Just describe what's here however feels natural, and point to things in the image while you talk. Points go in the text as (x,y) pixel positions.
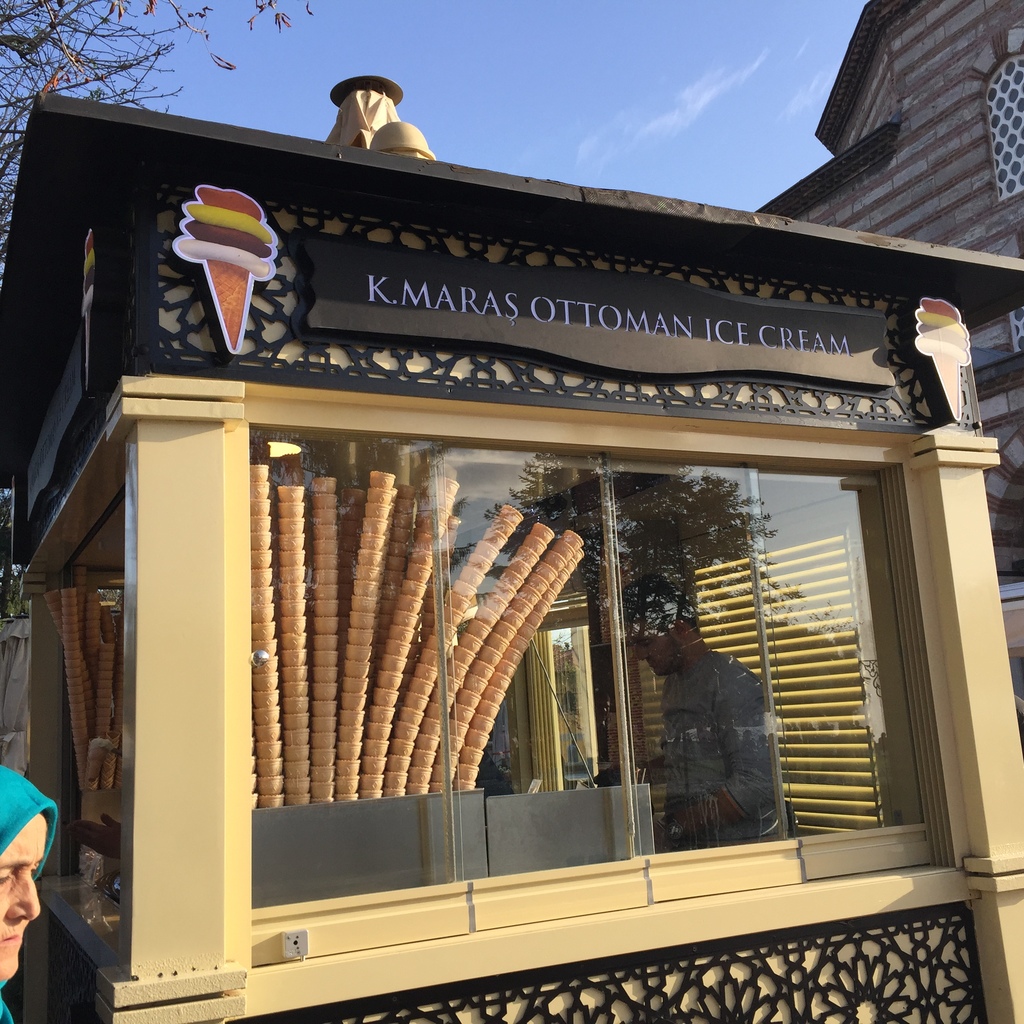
Sky (571,77) is in blue color. This is ice-cream store (660,273). These are ice-cream cones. Inside this store (531,397) there is a man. Here we can see a person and tree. Building (979,41) with window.
